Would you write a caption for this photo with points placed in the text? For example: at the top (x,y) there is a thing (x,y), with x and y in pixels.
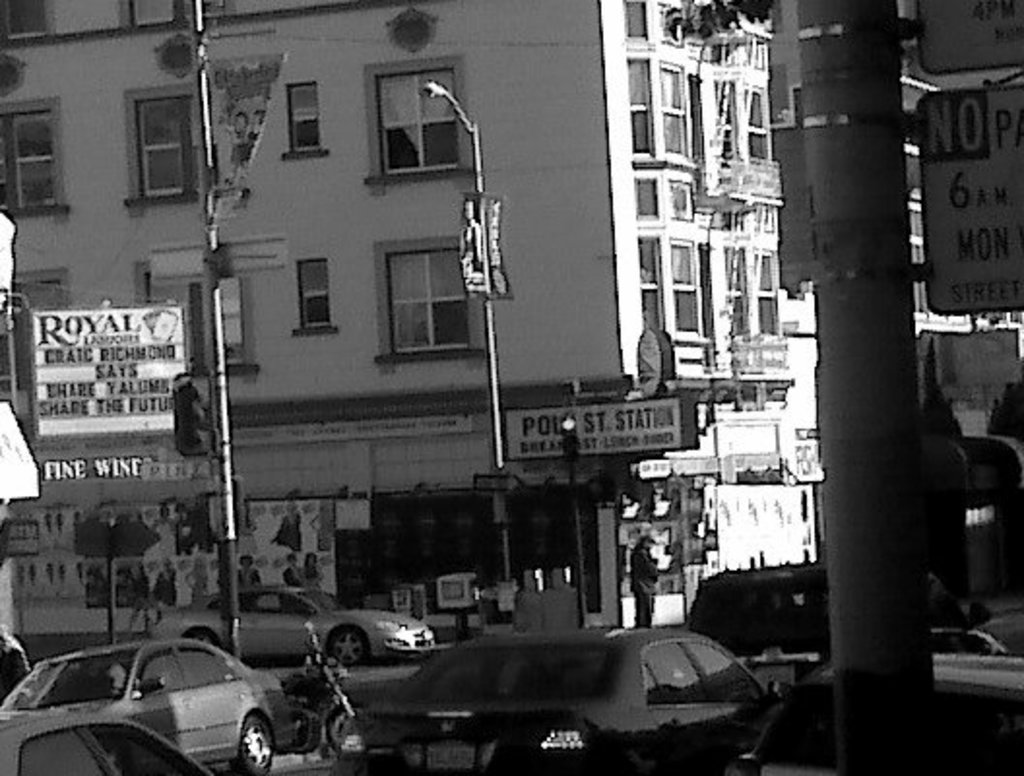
This image is in black and white where we can see vehicles (434,697) moving on the road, boards (994,35) to the pole (911,366), light poles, traffic signal poles (225,525) and buildings (374,111) in the background (725,205).
